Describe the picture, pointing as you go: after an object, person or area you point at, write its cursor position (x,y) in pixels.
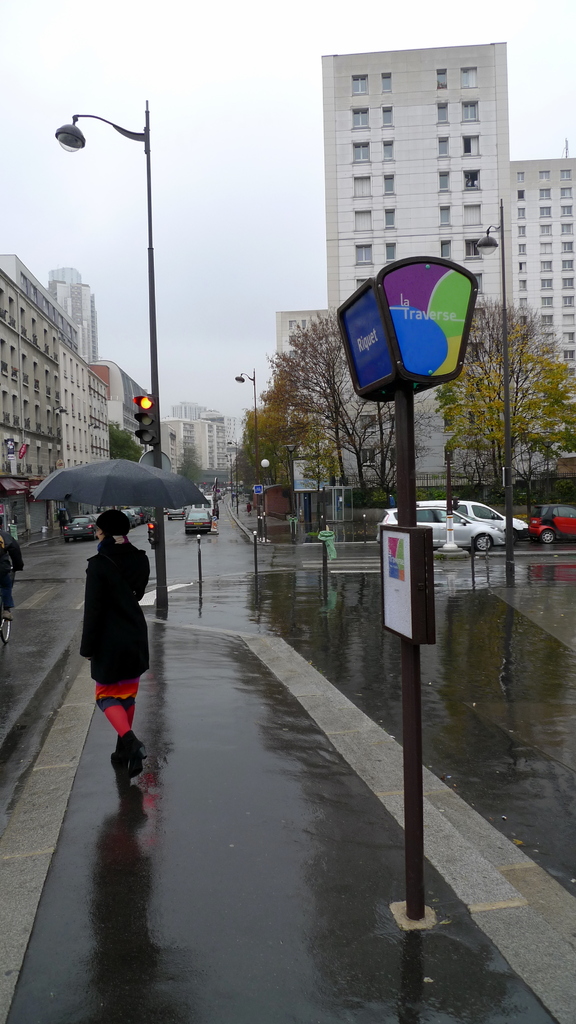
There is a woman (126,598) wearing black dress (110,634) is standing and holding an umbrella (187,490) in her hand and there are few vehicles (167,514) on the road (175,524) and there are buildings (127,418) and trees (282,397) on either sides of it and there are few other vehicles (476,530) in the right corner (465,529).
